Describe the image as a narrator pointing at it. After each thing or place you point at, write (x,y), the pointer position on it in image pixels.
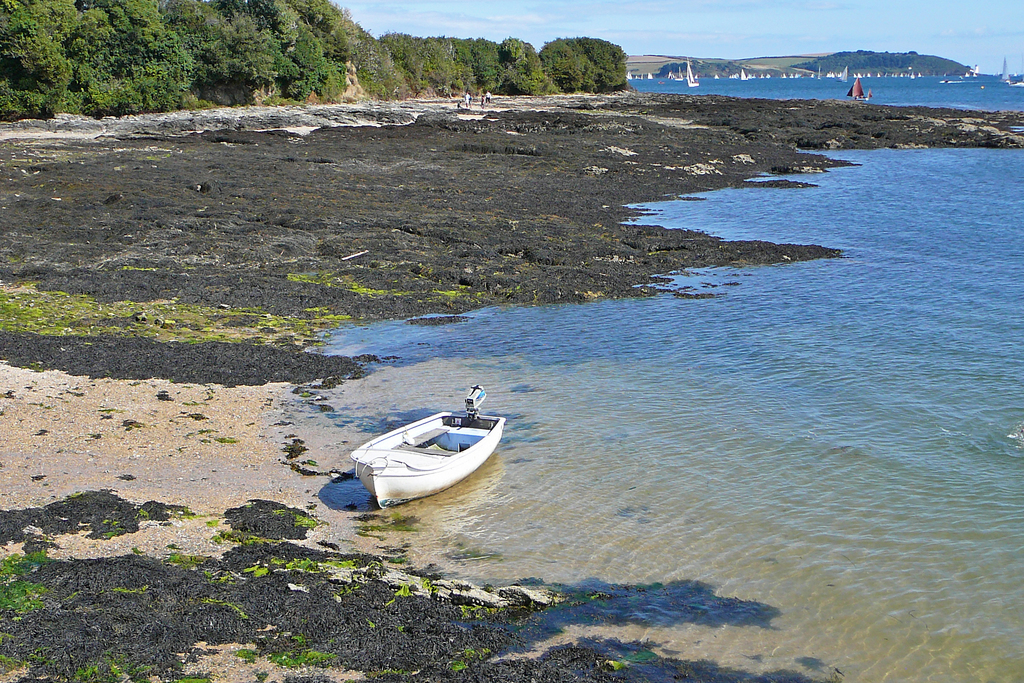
As we can see in the image there is water (834,415), boats (861,87), trees (118,25), hills (658,66) and sky (696,48).
